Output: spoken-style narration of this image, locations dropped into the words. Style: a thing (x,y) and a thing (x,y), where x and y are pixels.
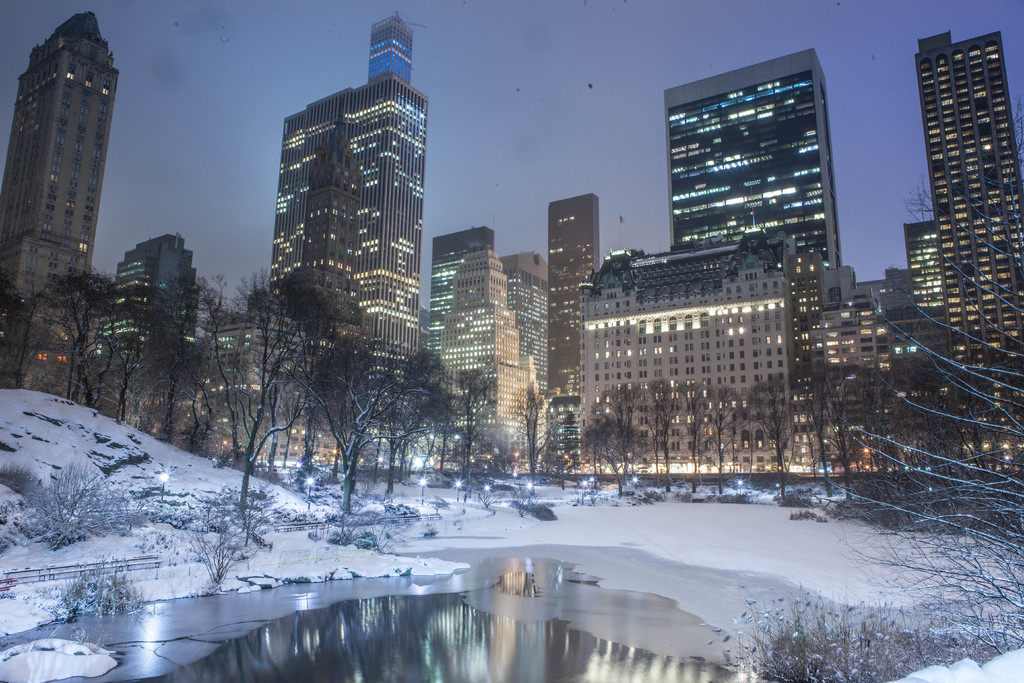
In this picture I can see buildings (655,376), trees (425,395), plants (234,506) and snow (575,488). Here I can see water (488,639). In the background (515,122), I can see the sky (548,107).
